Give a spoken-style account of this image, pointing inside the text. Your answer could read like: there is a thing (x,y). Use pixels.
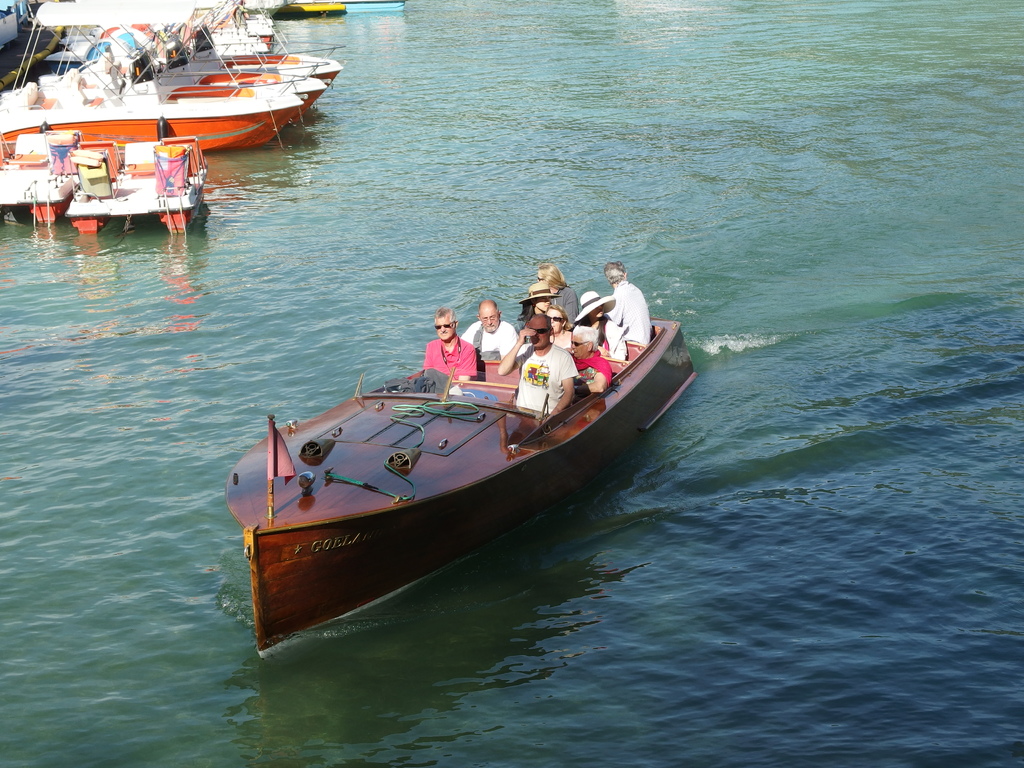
In this picture I can observe boats (195,184) floating on the water (163,604). In the middle of the picture (392,446) I can observe a boat (438,403) in which some people (508,338) are sitting. In the background (457,317) I can observe water (545,113).
